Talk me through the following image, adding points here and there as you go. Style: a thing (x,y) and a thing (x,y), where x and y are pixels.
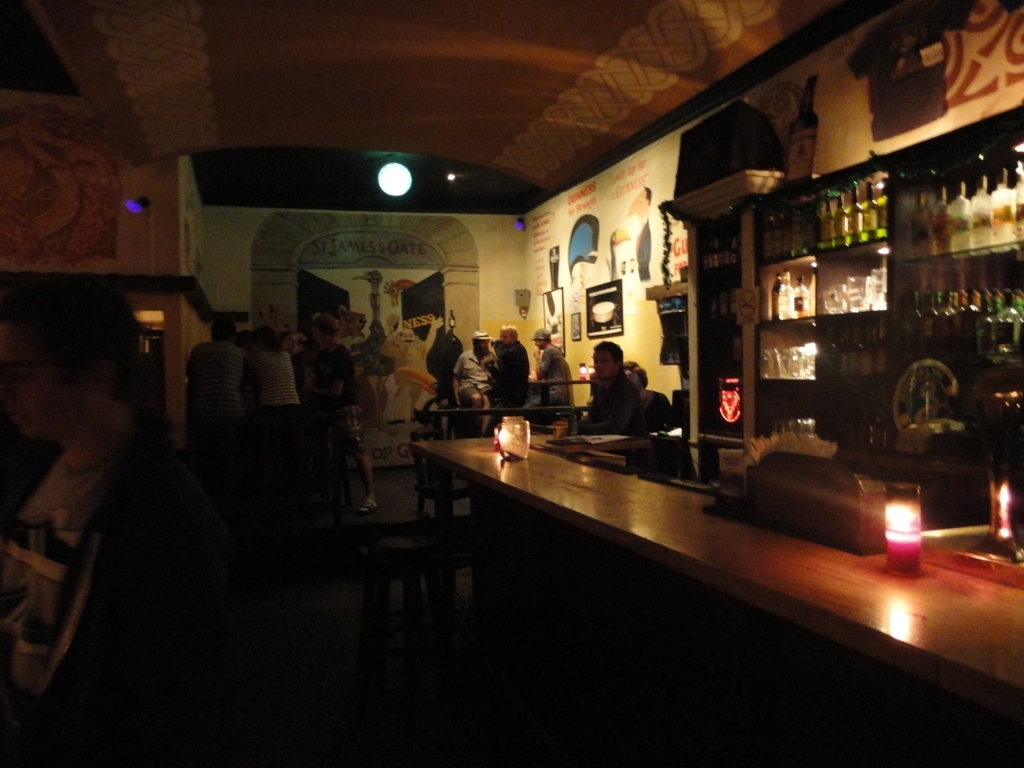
In this image we can see a few people (351,399) sitting on the chairs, there are some tables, on the tables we can see some objects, we can see some text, images (411,359) and photographs (561,332) on the wall (520,339), on the right side of the image (784,323) we can see a cupboard (709,386) with some bottles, at the top (543,31) we can see the roof (540,44).
